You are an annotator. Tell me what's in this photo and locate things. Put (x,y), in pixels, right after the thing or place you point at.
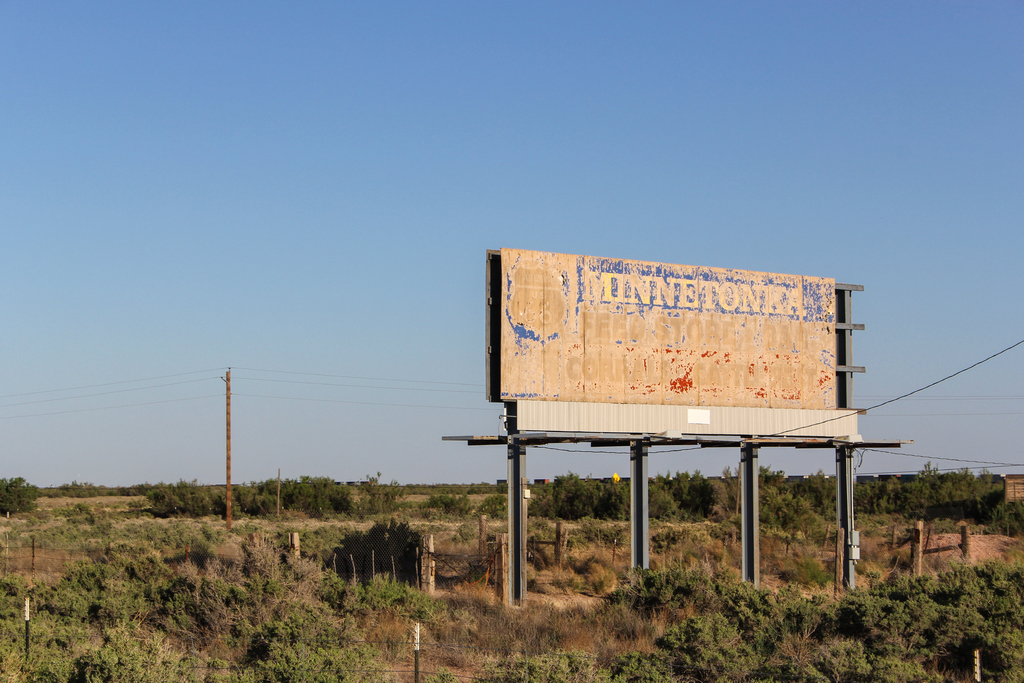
In this picture we can see hoarding (661,355), poles (745,477), wires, fence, and trees (239,492). In the background of the image (303,172) we can see the sky (266,187).
